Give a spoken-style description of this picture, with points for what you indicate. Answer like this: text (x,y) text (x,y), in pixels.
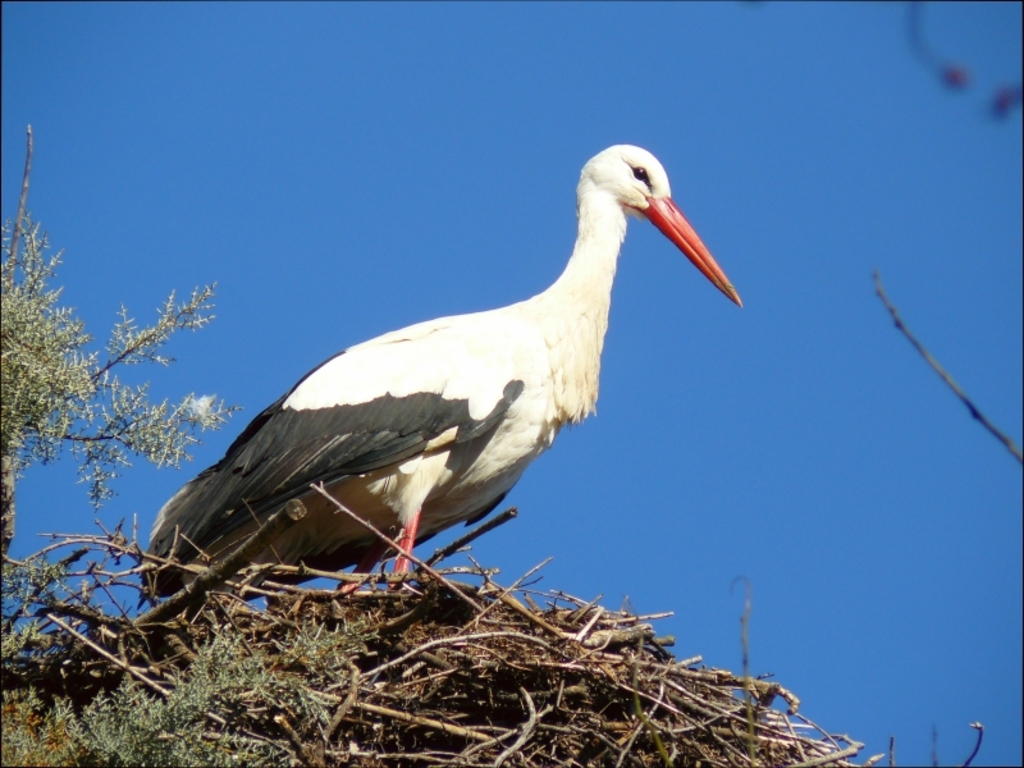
In this picture we can see a bird (348,367), plants (33,306), sticks (385,609) and in the background (395,196) we can see the sky (395,196).
